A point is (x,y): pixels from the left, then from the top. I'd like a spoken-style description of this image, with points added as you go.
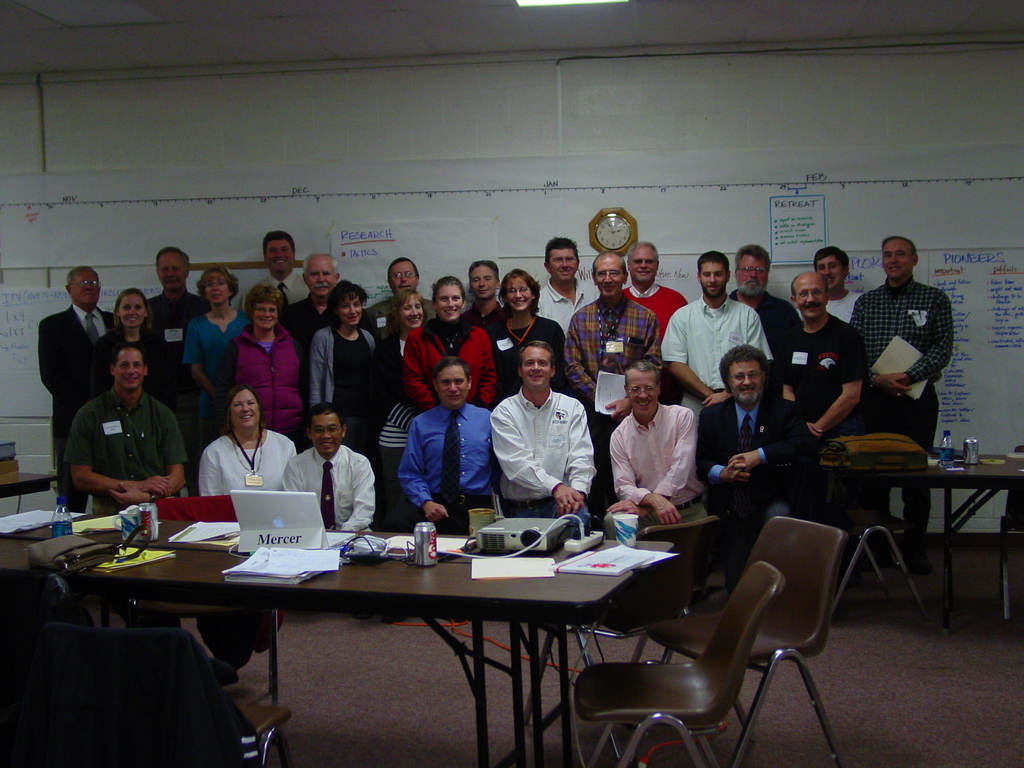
This is a picture where group of people (291,385) are standing, another group of people (724,410) are sitting in the chairs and in table (449,572) there are projector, tin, laptop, papers (217,542), glass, chairs (690,532) and at the back ground (963,407) there is a wall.
